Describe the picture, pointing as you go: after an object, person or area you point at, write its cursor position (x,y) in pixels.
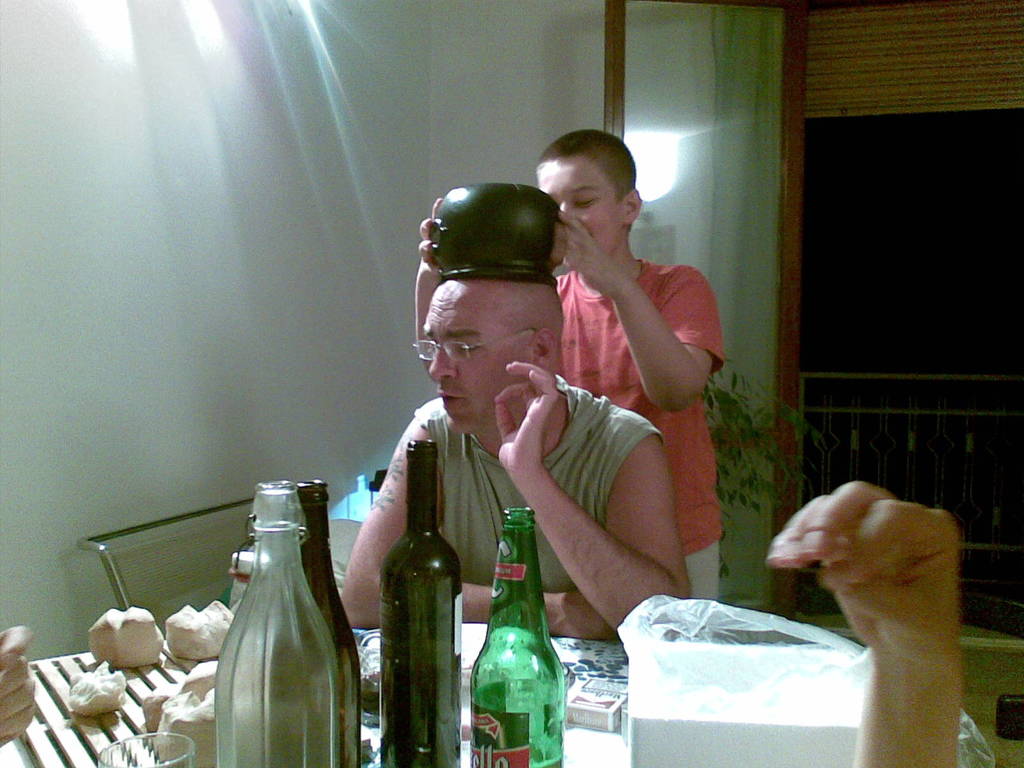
We can see a boy (634,322) holding a pot (512,225) with his hands (563,235) which is on this man's head (471,294). This man (514,302) is sitting on a chair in front of a table (366,638). He wore spectacles (447,354) and on the table (464,628) we can see bottles (501,693), box (580,706), glass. On the background (826,172) we can see a wall (191,181), a balcony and also a plant (743,390). This is a light (668,177).
